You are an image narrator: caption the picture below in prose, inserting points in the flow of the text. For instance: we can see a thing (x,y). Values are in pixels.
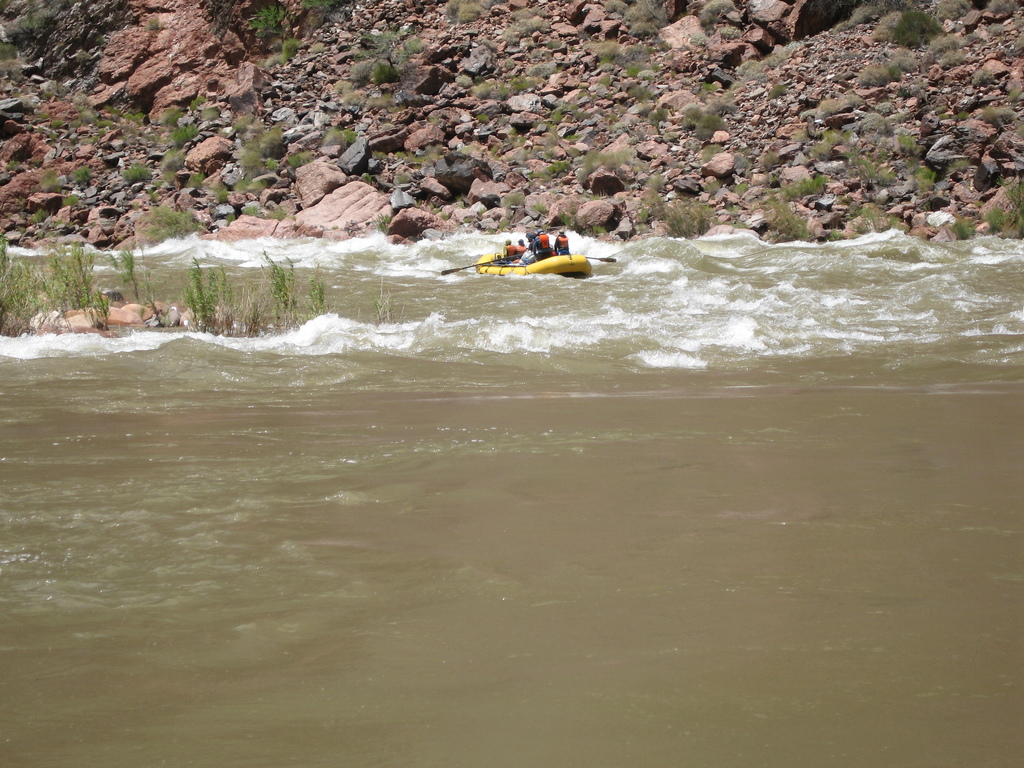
This is an outside view. At the bottom of the image (428,586) I can see the water (63,461). On the left side (147,294) there are few plants (123,279). In the background (518,249) few people (526,248) are holding paddles (486,263) and sitting on a boat (561,264). At the top of the image (545,148) there are many rocks (727,151) and plants (792,209).
